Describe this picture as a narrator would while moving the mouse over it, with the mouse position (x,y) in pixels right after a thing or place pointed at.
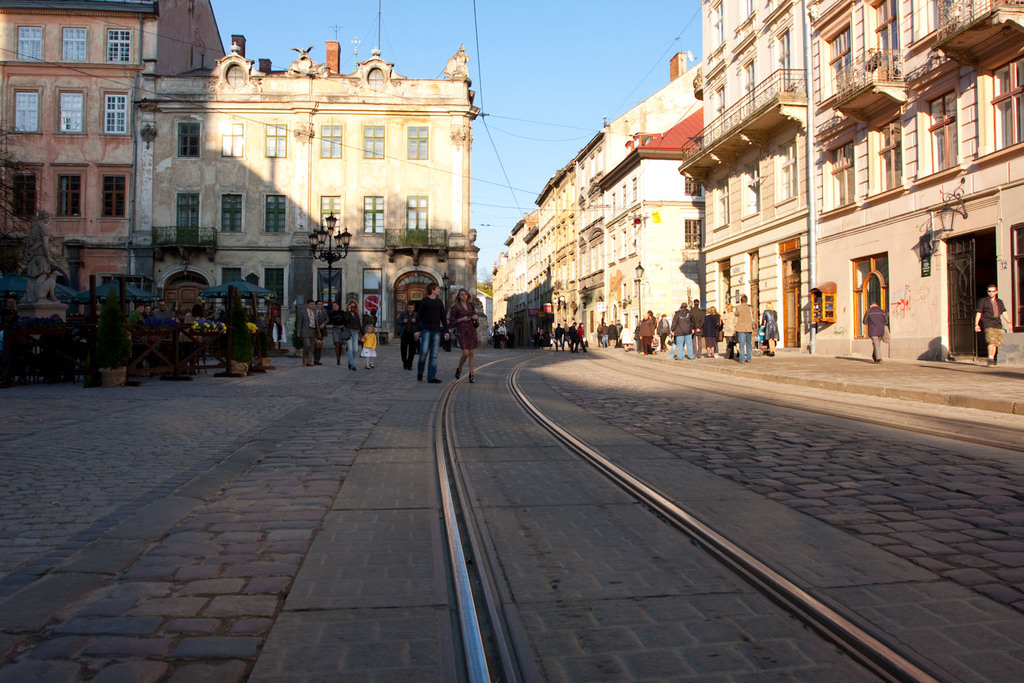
There are groups of people (461,336) walking on the road (383,363). These are the flower pots (122,374) with plants (243,324). I can see the buildings (581,171) with windows (37,125) and doors (968,283) This looks like a pole (811,172). I think this is a sculpture (45,265). I can see small shops (233,296). This looks like a street light (329,259). This is the tramway track (452,523).
